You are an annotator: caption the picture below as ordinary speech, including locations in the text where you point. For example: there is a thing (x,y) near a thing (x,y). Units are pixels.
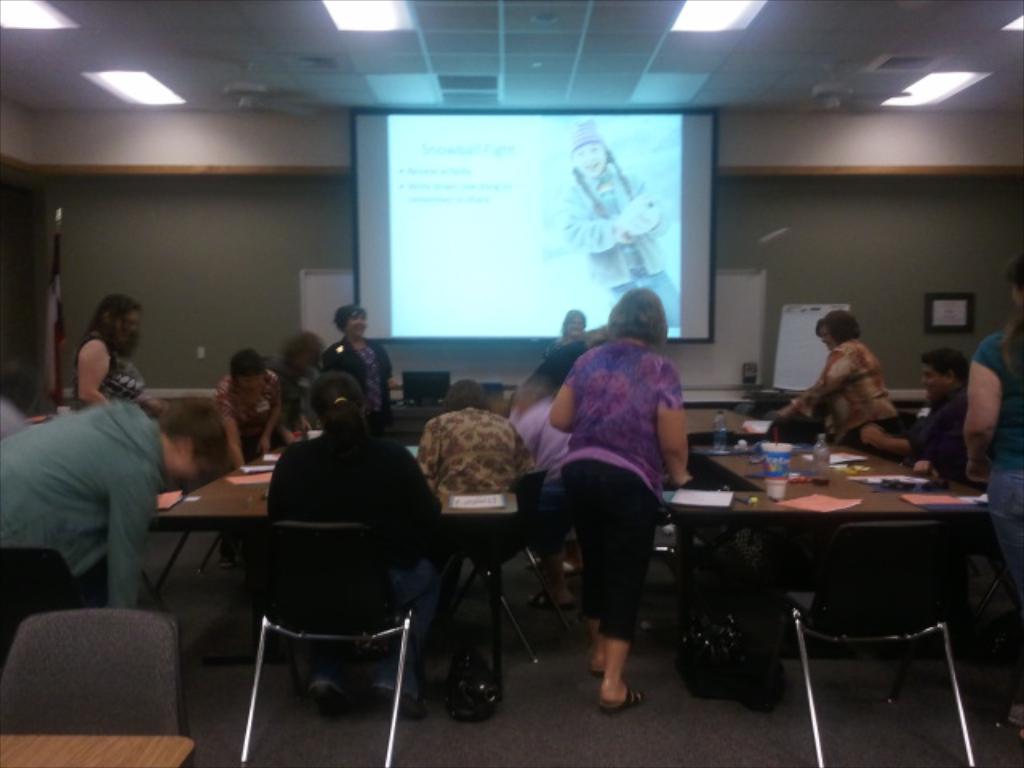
This is a image of a room (620,674) where there is a woman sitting in the chair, a table (685,511) and there are some papers (799,499), cup (770,479), glass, bottle (817,448), files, pen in the table (799,466) and at the left side (257,363) there are some group of people (257,363) standing and at the right side of the table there are some group of people (1004,409) sitting and at the back ground (354,190) there is a screen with a girl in it and there are lights (943,91) fixed to the ceiling (204,53).
